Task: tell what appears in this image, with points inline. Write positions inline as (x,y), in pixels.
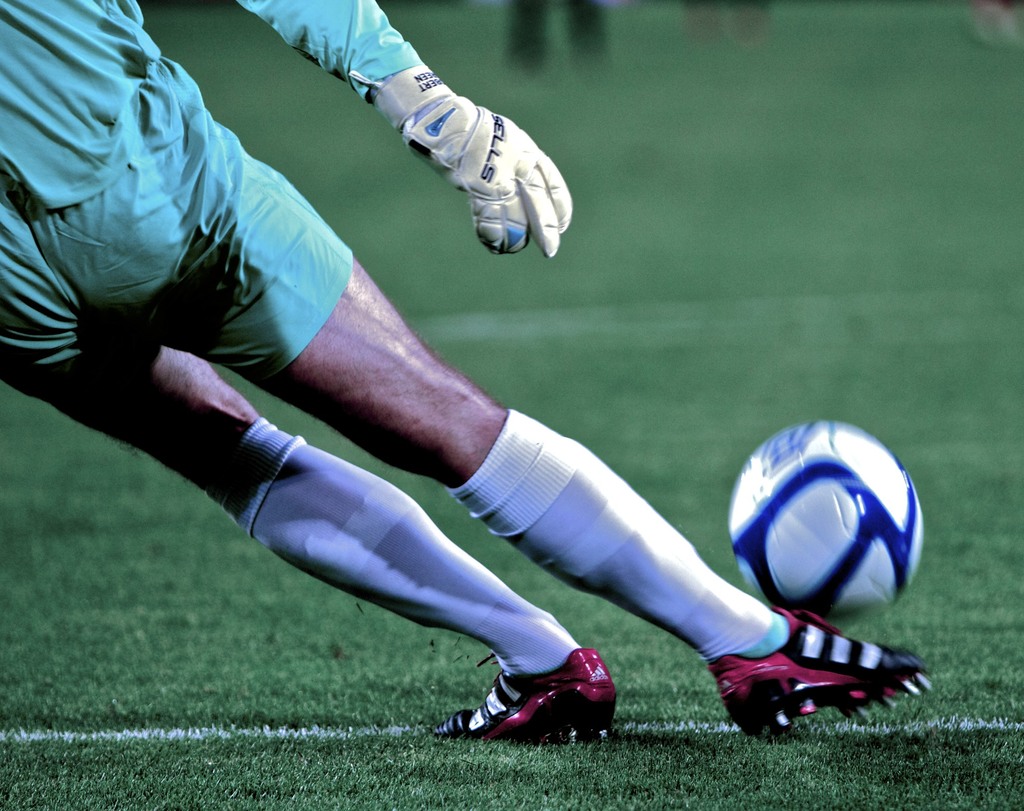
In this image there is a person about to hit the football (846,519). At the bottom of the image (940,568) there is grass (801,295) on the surface (802,303).
